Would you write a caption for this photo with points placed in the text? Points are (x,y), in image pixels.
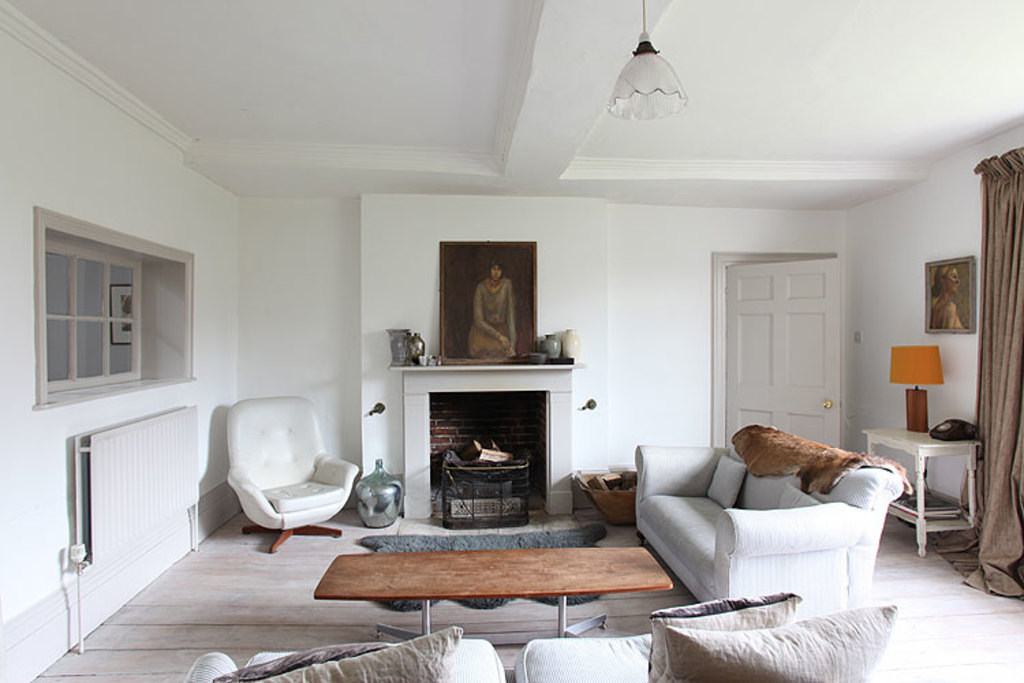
In this picture there are two sofas (774,544), brown table (456,585), room heater (163,463), glass windows (134,369), lamp (913,367), telephone (952,430), photo frames (950,308), glass amenity (648,108). This scene is clicked inside a house (691,284).
